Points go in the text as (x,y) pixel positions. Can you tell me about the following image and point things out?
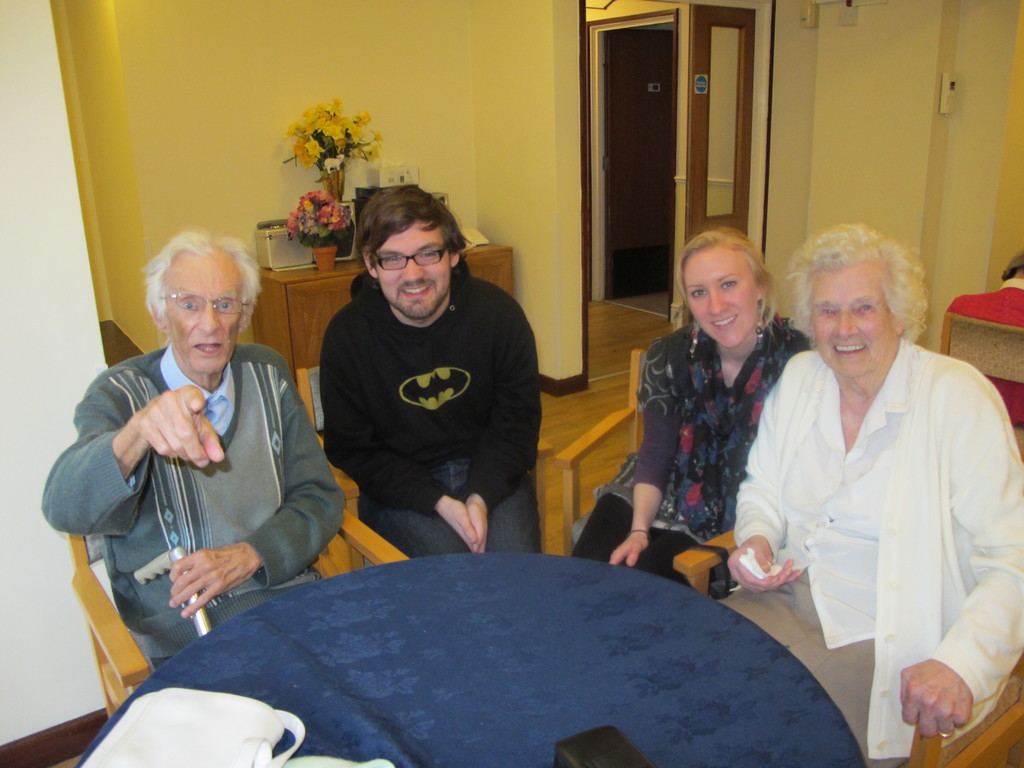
In this picture we can see four people (525,466), they are all seated on the chair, in front of them we can find a bag (168,701) on the table (417,658), in the background (336,180) we can see a flower vase (316,225), box (289,234) on the table (273,277), and also a wall (499,133).
